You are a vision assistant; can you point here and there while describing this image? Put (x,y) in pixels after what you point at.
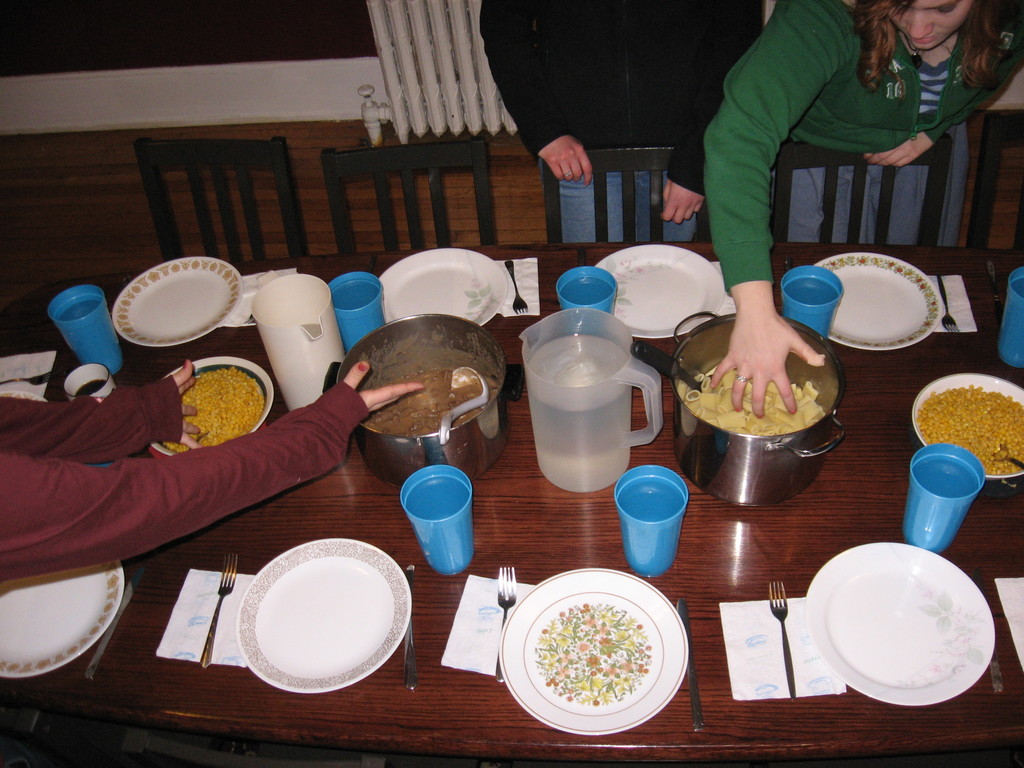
In this image I can see plates (381,621), napkins (203,620), forks (509,606), water jug (574,421), glasses (639,512) and food items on a table (736,512). 3 people (31,566) are standing and there are chairs (554,220).
